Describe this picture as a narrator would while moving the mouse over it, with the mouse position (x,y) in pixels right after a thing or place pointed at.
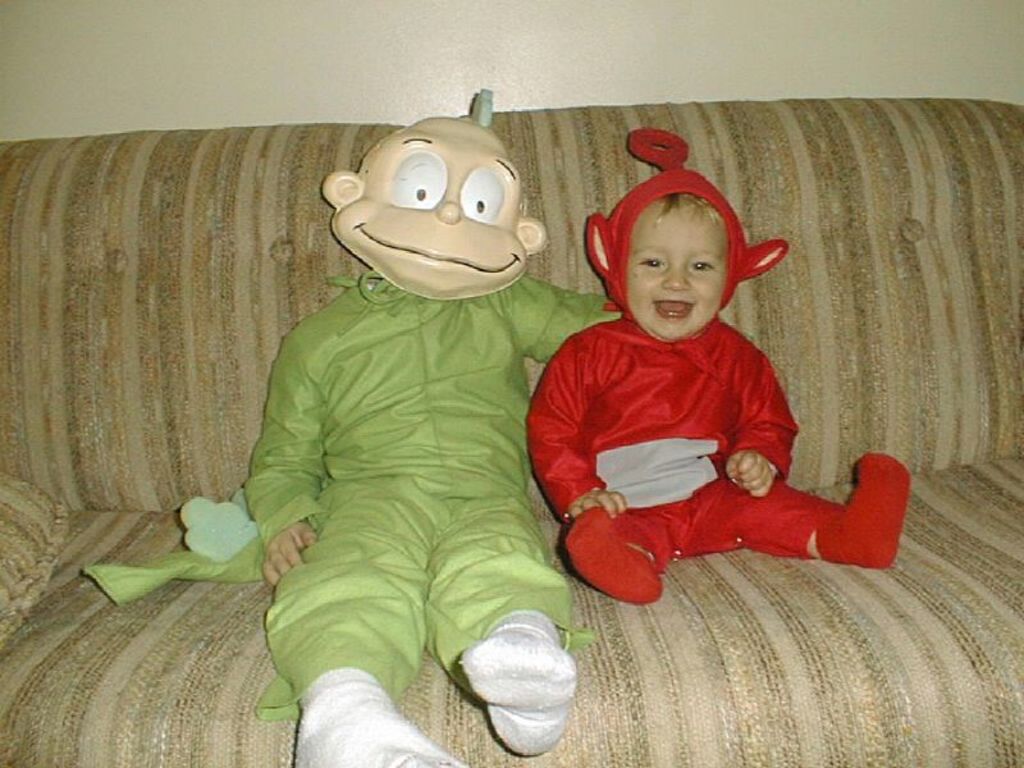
In this image I can see two people (587,489) with green and red color dresses (477,479). I can see these people (533,448) are sitting on the couch (620,628) and one person (465,285) wearing the mask (434,234). In the background (321,51) I can see the wall (220,42).
